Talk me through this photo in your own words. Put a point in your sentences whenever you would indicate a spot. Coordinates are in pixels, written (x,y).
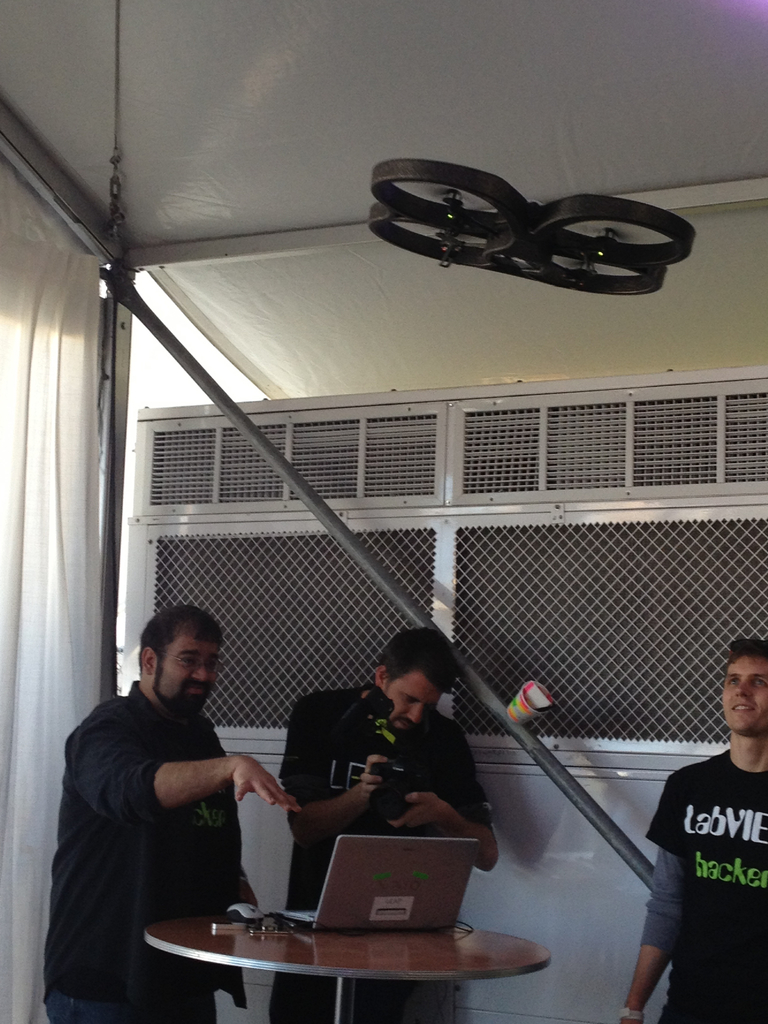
There are 3 men (183,1018) standing at the table (364,943) on which laptop (315,919) is there. Behind them there is a cloth (76,634) and a pole (169,336).
